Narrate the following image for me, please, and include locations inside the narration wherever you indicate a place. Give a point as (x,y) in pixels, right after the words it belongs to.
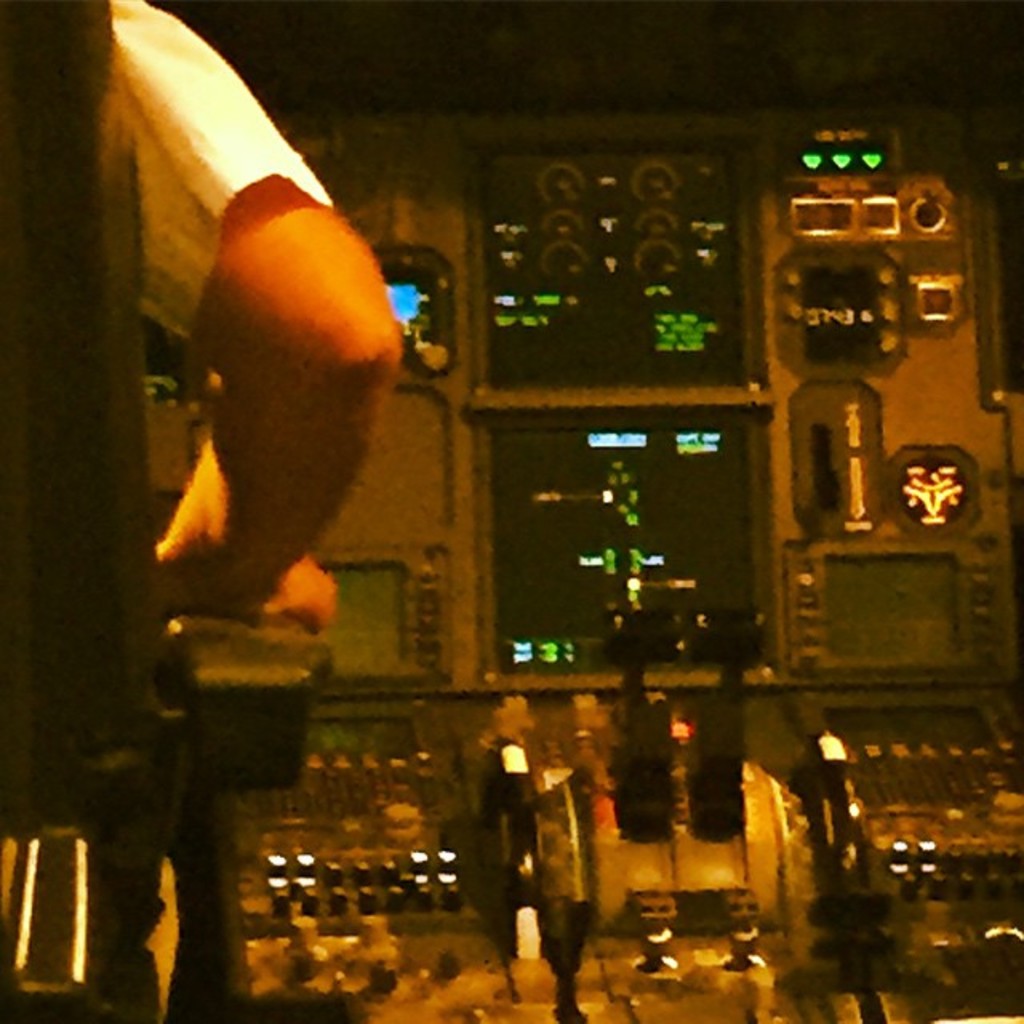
In this picture we can see a person hand (297,438), chair (41,135), screens (346,596) and buttons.
